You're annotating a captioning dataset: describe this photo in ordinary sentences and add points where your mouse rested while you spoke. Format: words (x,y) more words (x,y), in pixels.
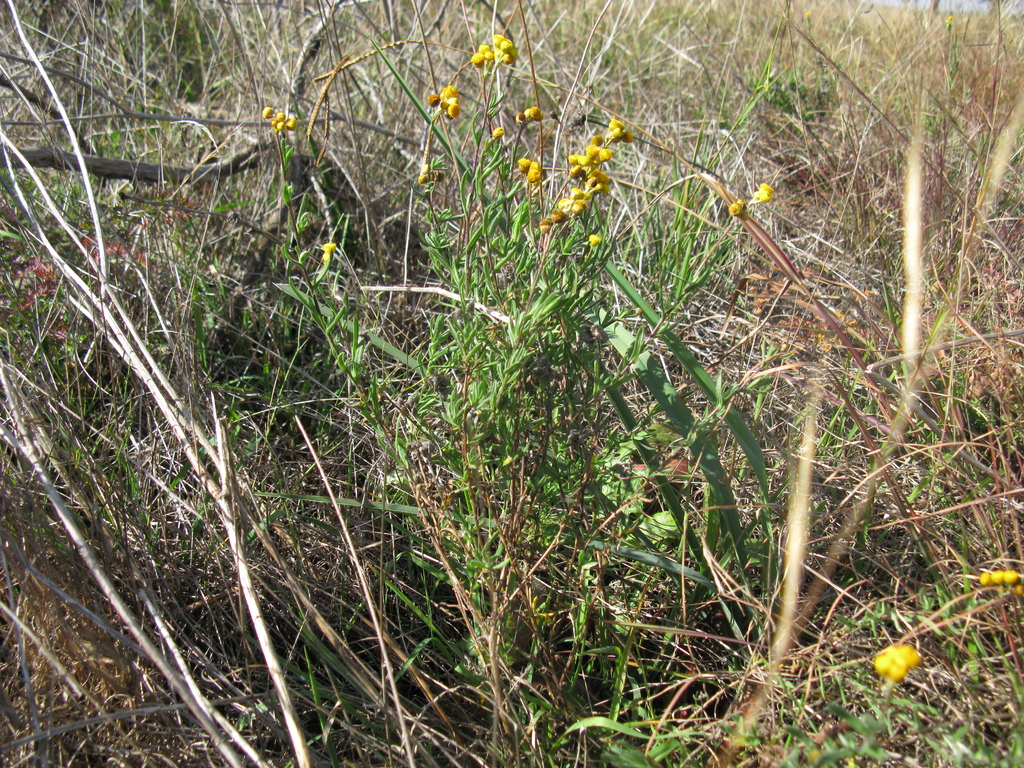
This picture is consists of grass field (455,153) in the image.
